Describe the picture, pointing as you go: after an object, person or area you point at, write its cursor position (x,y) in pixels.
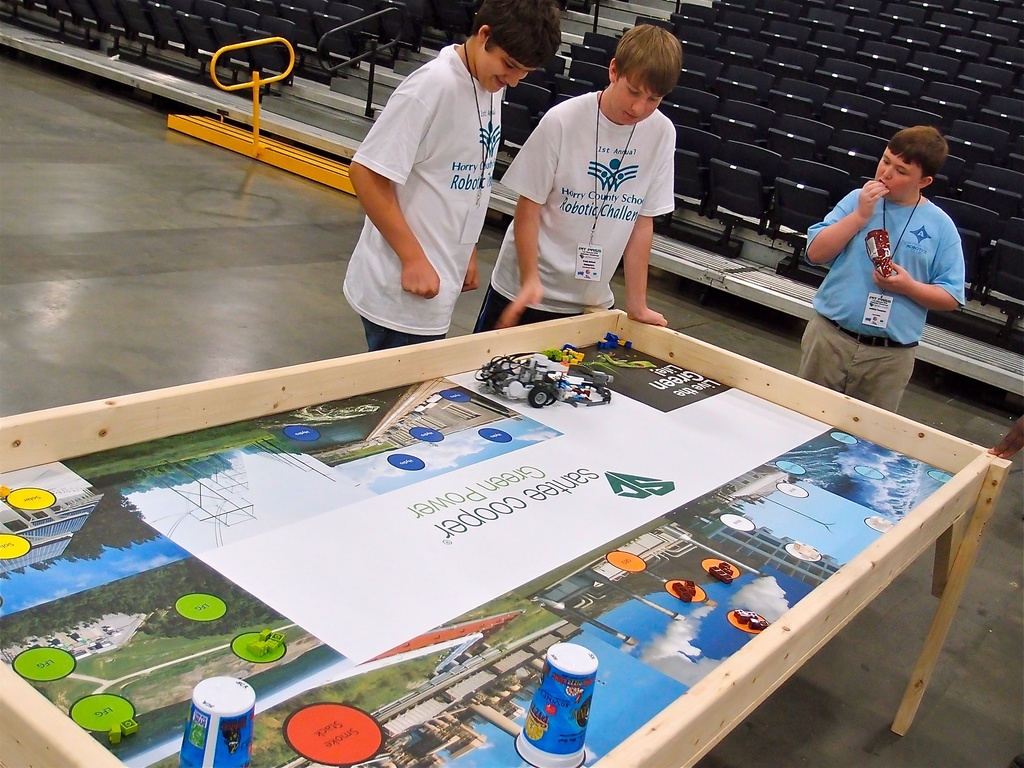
In this image there are three person (597,286). At the back side (776,122) there are chairs (782,103). In front of the person (606,235) there is a table (549,406) and some toys (572,400).
